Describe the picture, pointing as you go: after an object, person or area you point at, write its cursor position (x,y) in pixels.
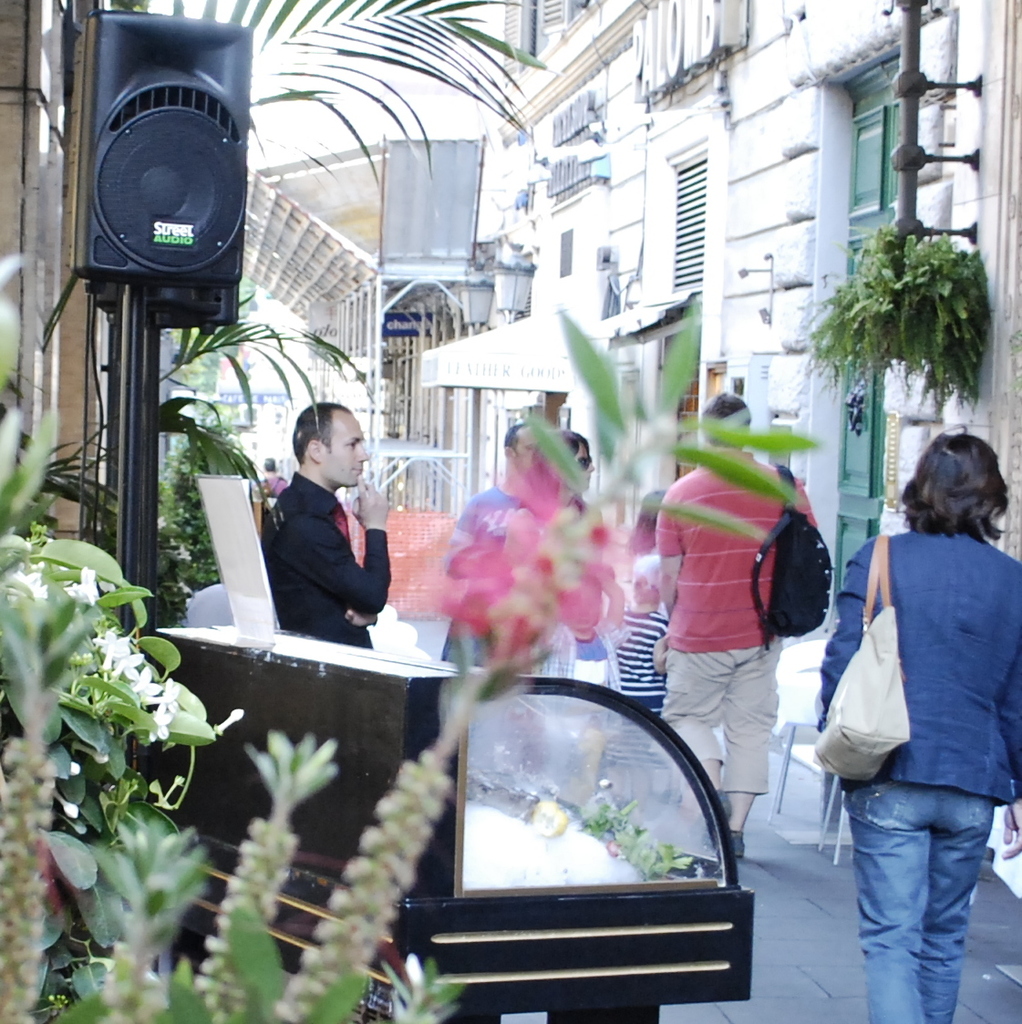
In this picture I can observe some people (920,999) walking in this path (802,934). I can observe a black color speaker (160,169) on the left side (131,54). There are some plants (870,304) on either sides of the path (803,955). In the background (400,377) there are buildings (669,249).
